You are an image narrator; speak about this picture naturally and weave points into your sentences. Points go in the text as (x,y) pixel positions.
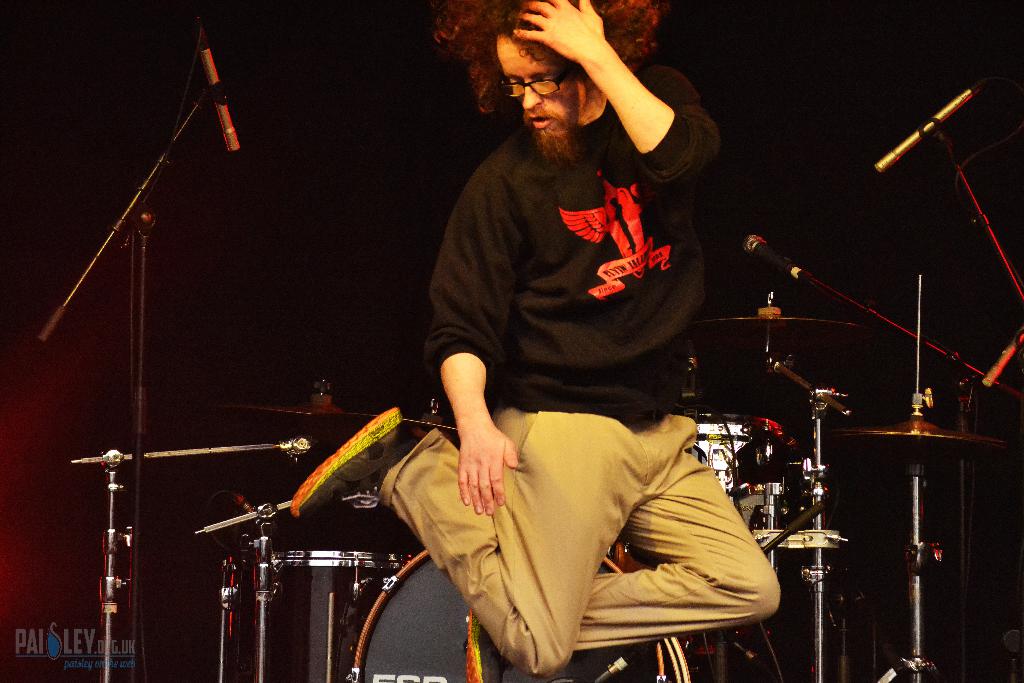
In this image, I can see a person (616,486) jumping. These are the drums (436,616). This looks like a hi-hat instrument (922,415). I can see the mikes (913,136), which are attached to the mike stands (139,423). At the bottom of the image (55,655), I can see the watermark (97,655).
